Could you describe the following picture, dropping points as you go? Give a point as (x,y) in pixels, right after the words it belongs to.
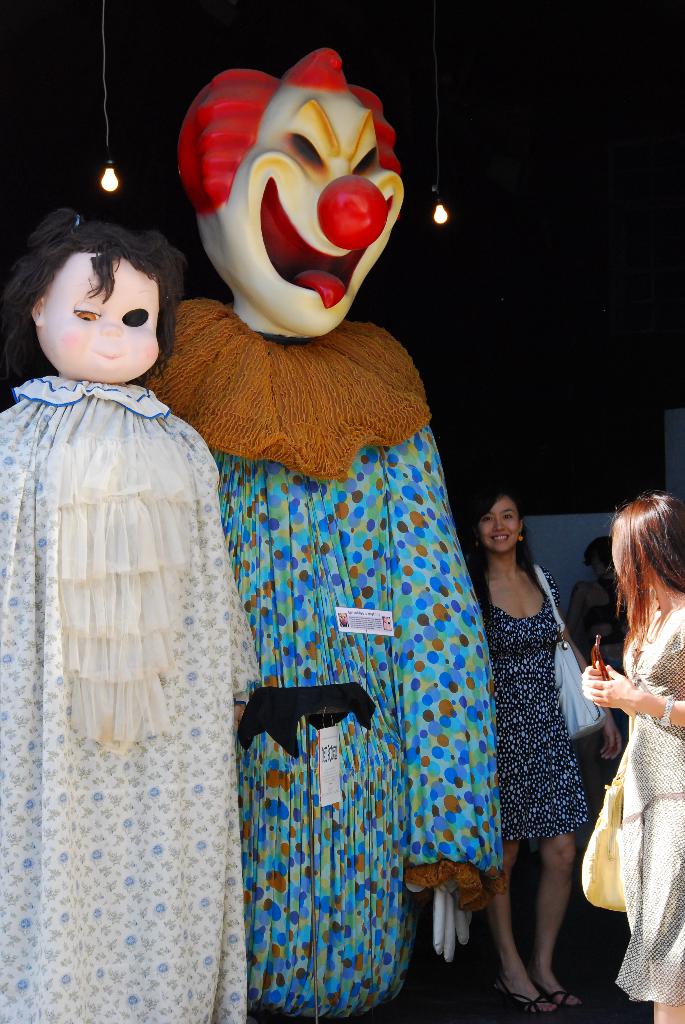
In this image there are two cartoon depictions (304,632). Beside them there are a few people (553,764) standing. On top of the image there are lamps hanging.
